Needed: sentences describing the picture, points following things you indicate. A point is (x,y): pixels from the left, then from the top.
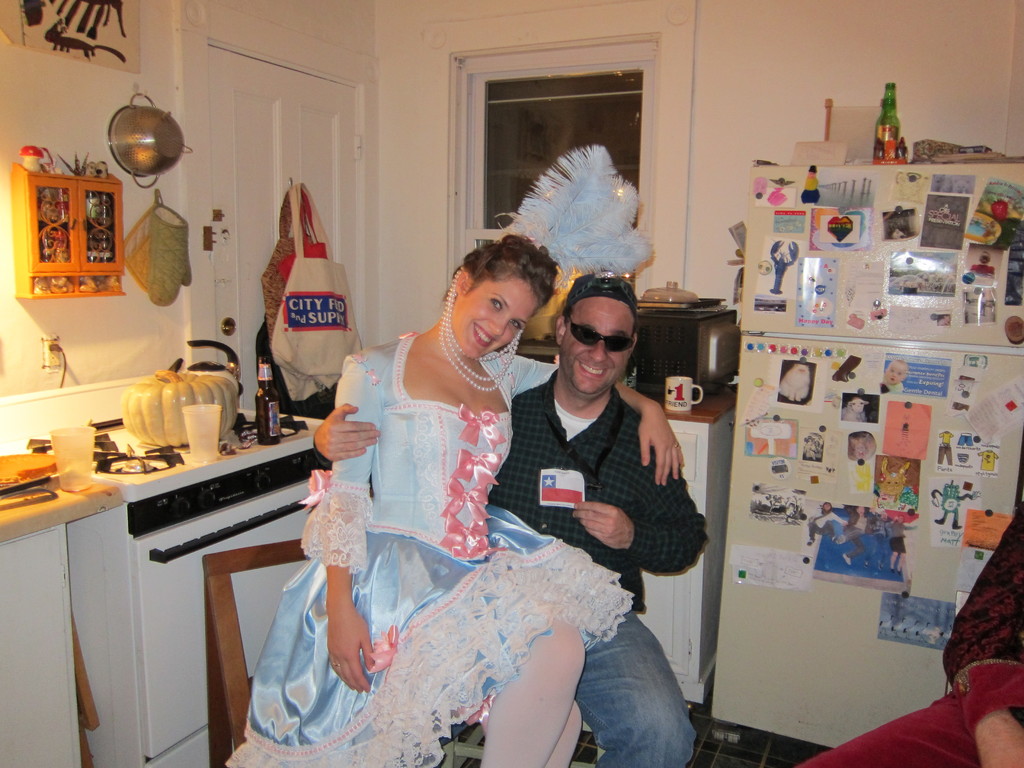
In the center of the image (590,404) there is a person (552,517) sitting on the chair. There is a lady (480,584). In the background of the image (774,114) there is wall (784,103). There is a window (553,117). There is a door (269,189). To the left side of the image (134,467) there is a platform (121,467) on which there are objects (190,386). To the right side of the image (791,719) there is a refrigerator (829,623). There is a person (1007,587).
